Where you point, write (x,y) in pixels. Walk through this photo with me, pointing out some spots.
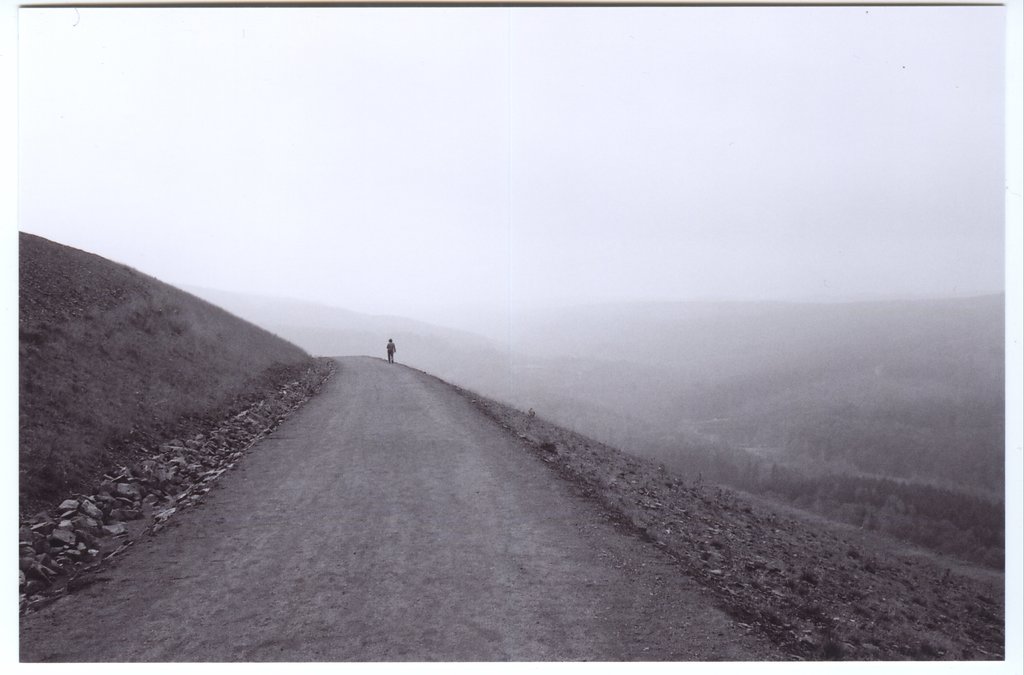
In this image there is a person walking on the road (399,400). Image also consists of many trees (841,479). Sky (447,111) is also visible. Stones (139,503) are also present in this image.
